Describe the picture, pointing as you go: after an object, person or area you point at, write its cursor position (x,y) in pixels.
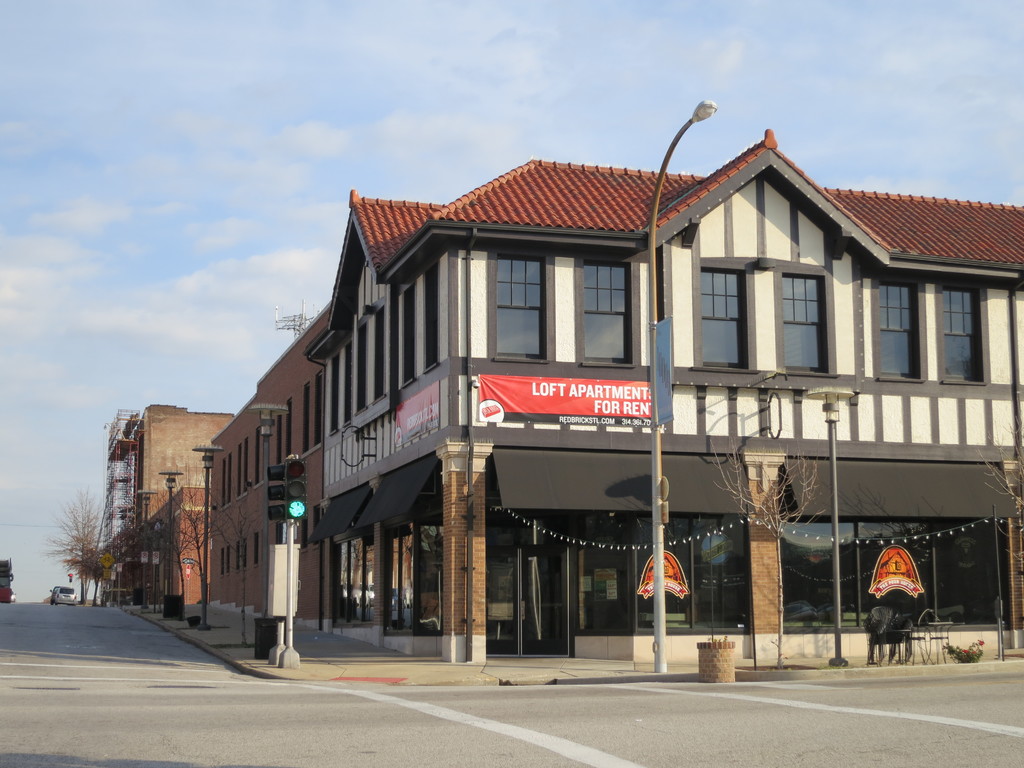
On the left side of the image (140,626) I can see vehicle (64,596) is on the road (27,608). In the front of the image (817,622) there are light poles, signal lights (299,505), trees (130,537), buildings (427,497), banners (531,401), pillars (760,588) and objects (883,613). In the background of the image (991,174) there is a cloudy sky (991,174).
